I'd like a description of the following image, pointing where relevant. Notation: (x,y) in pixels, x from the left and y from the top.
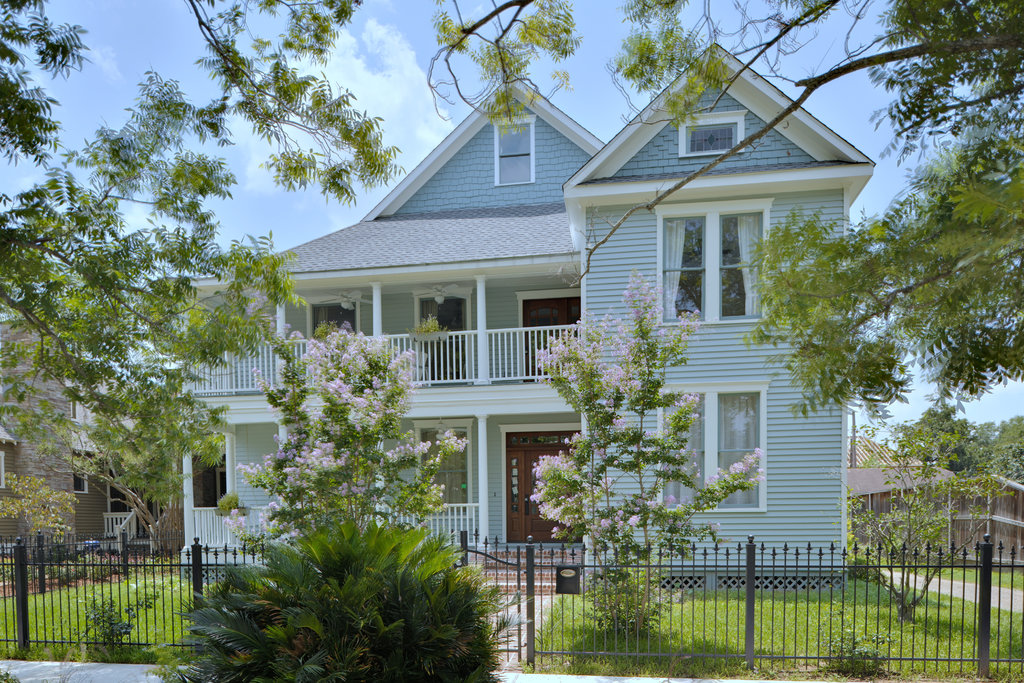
In this picture I can see grass (687,604), plants (473,642), iron grilles (17,615), trees (10,163), there are houses (480,505), and in the background (306,138) there is sky (233,117).
